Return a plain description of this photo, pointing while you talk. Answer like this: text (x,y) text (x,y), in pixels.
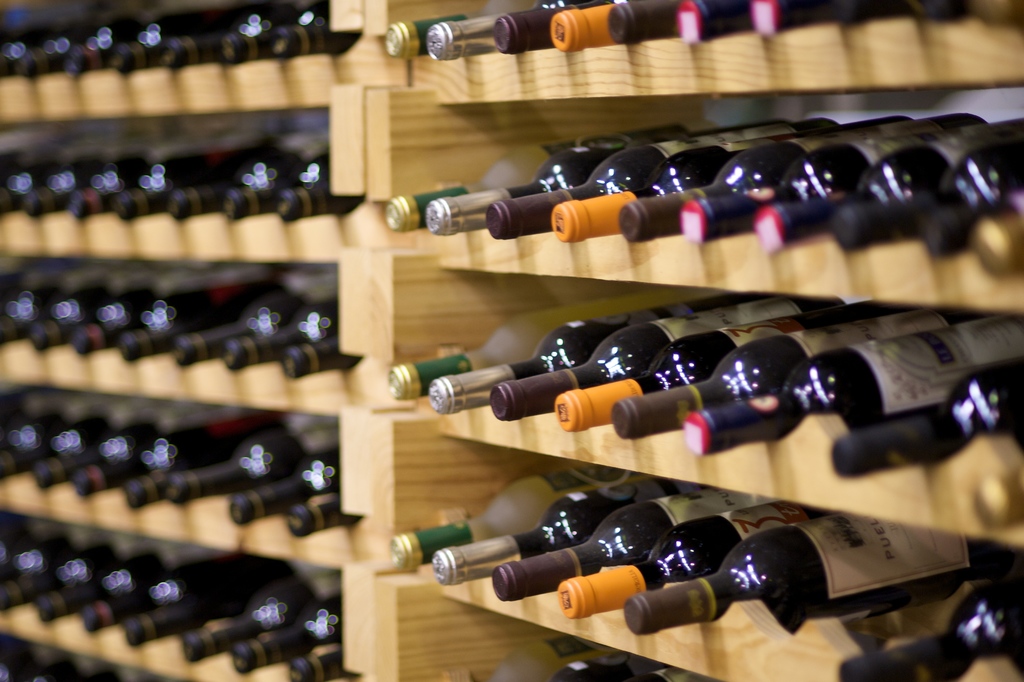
In this image there are glass bottles (536,370) with labels (848,328) on it are arranged in an order, in the wooden shelves (428,277).
